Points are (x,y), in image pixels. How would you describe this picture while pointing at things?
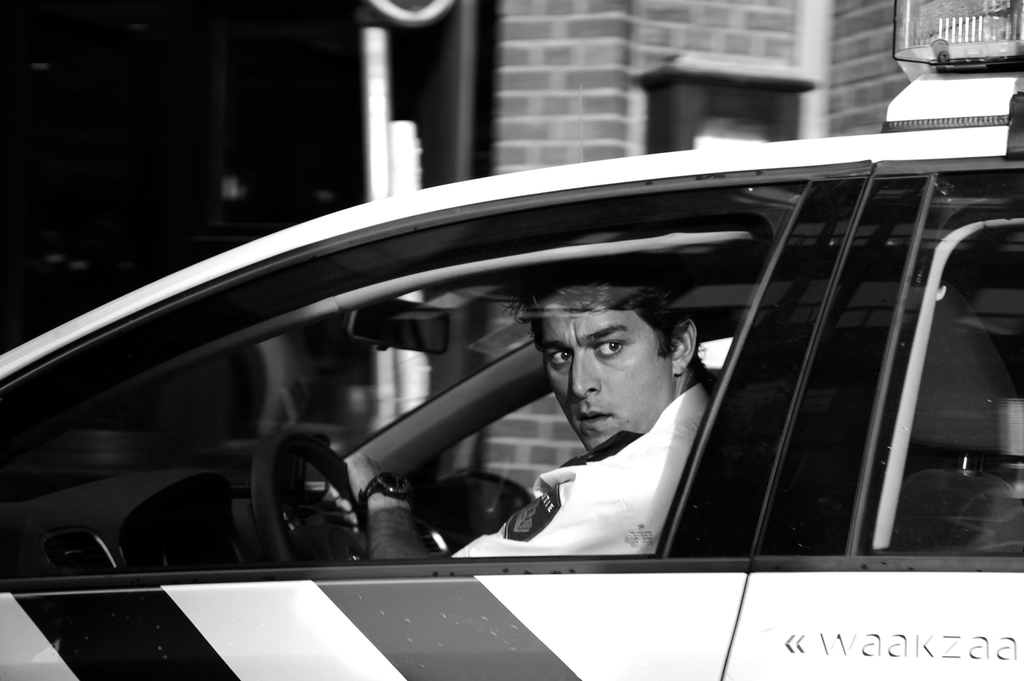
In this image i can see a man (612,416) sitting in a car (513,625), at the back ground (528,125) i can see a building (543,109) and a pole (384,120).
